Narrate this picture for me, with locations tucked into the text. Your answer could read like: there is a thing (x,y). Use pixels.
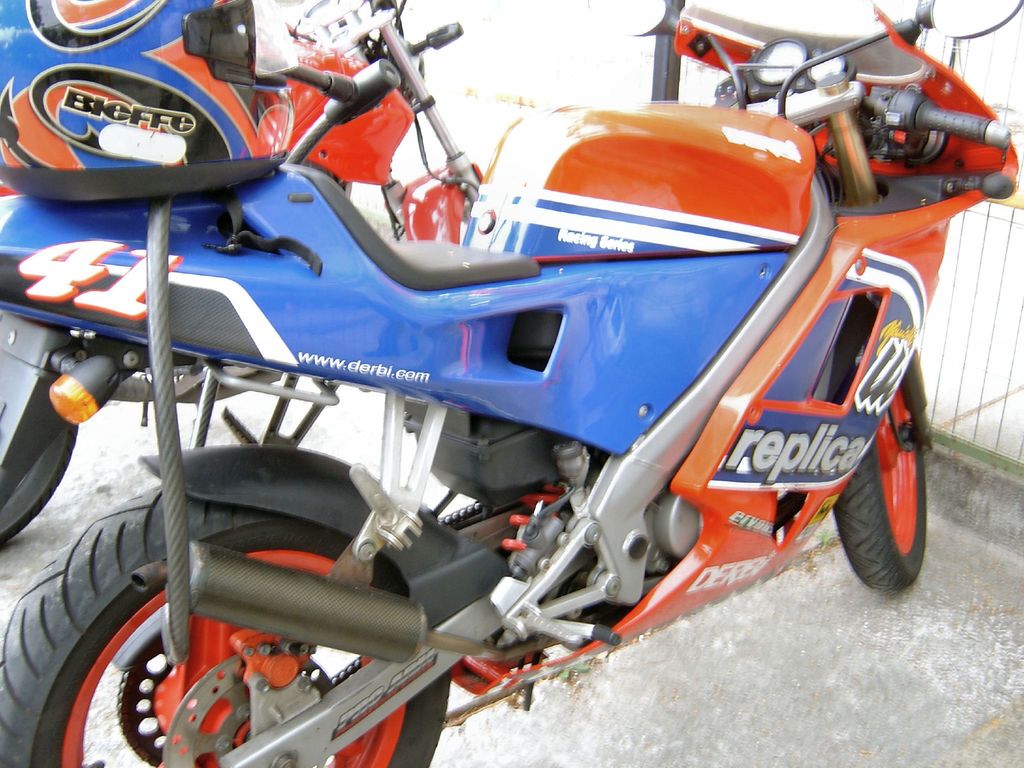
In this image I can see two motorcycles (465,206) and a blue colour helmet (173,159). I can also see something is written at few places.
